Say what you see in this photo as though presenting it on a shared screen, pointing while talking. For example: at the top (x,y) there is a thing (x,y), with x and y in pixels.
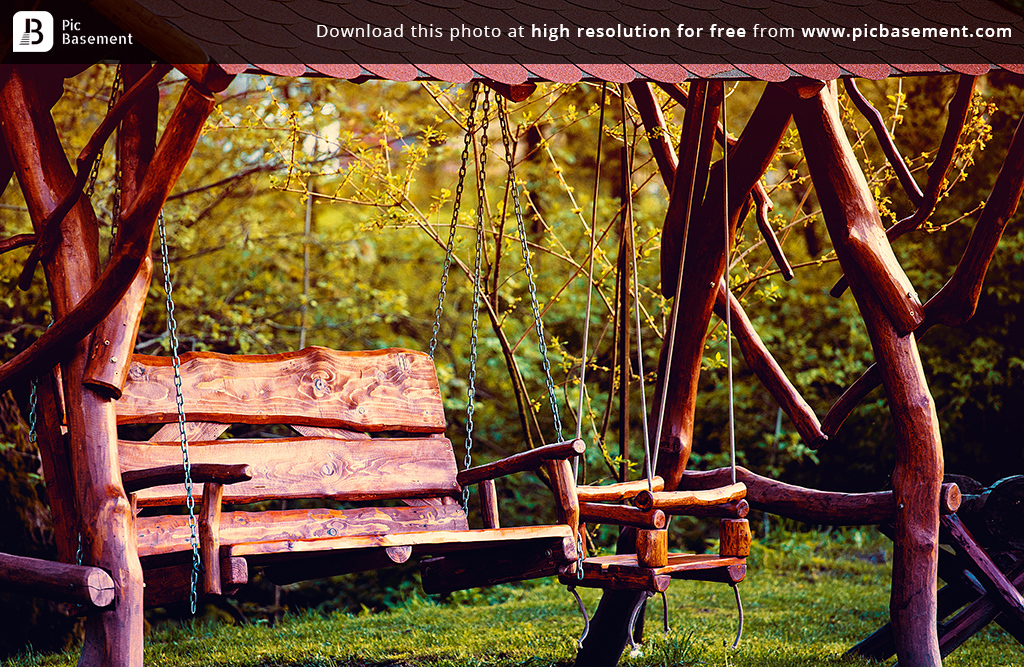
In this image I can see wooden benches (358,508) attached to an object (96,359) with chains (511,169). In the background (454,379) I can see trees (454,379) and the grass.
